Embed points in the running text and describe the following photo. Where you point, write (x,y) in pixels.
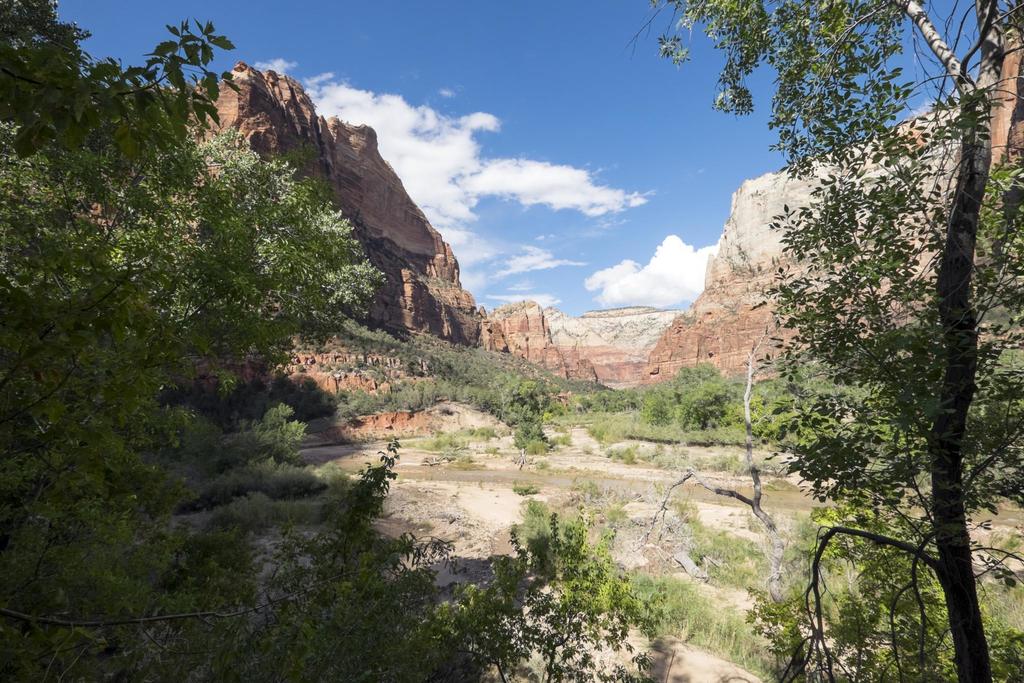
In the image we can see the trees (107,524) and grass (710,539). Here we can see the rocks (708,303) and the cloudy sky (513,164).
